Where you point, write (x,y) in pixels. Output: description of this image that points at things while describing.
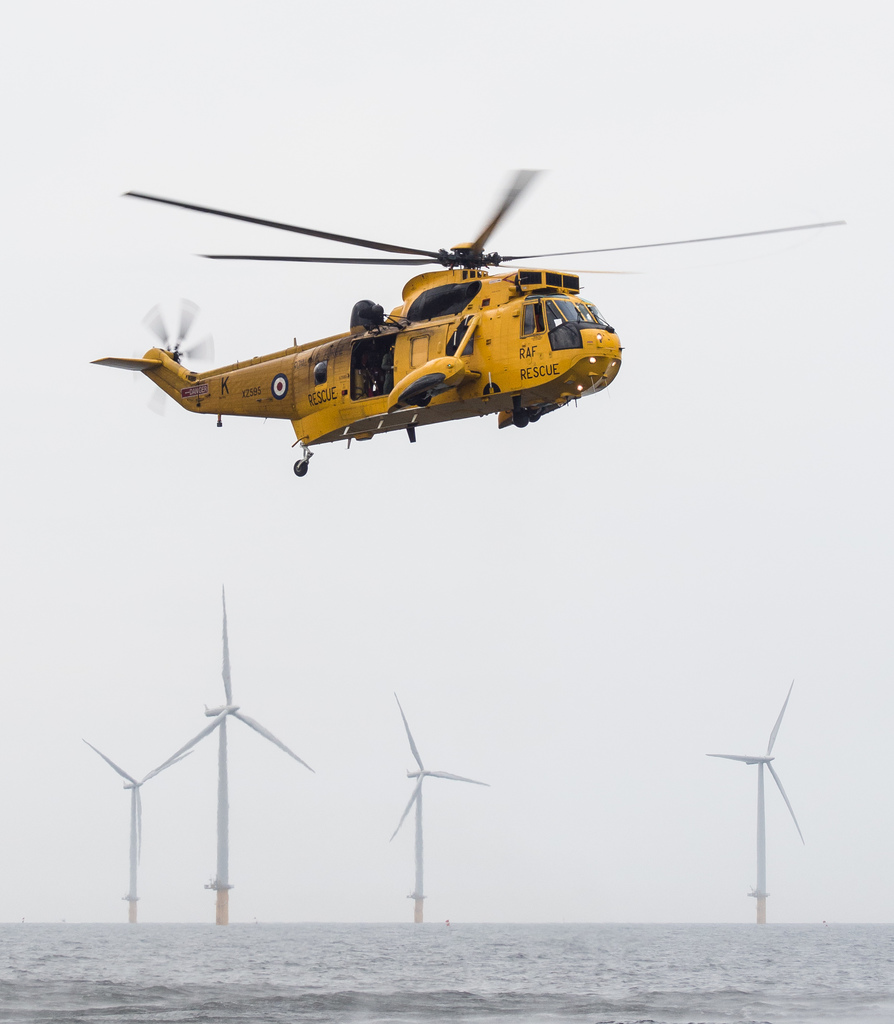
In the center of the image (453,350) we can see a helicopter (298,386) flying in the sky (696,369). At the bottom (109,966) there is water (195,962) and we can see windmills (225,650).
